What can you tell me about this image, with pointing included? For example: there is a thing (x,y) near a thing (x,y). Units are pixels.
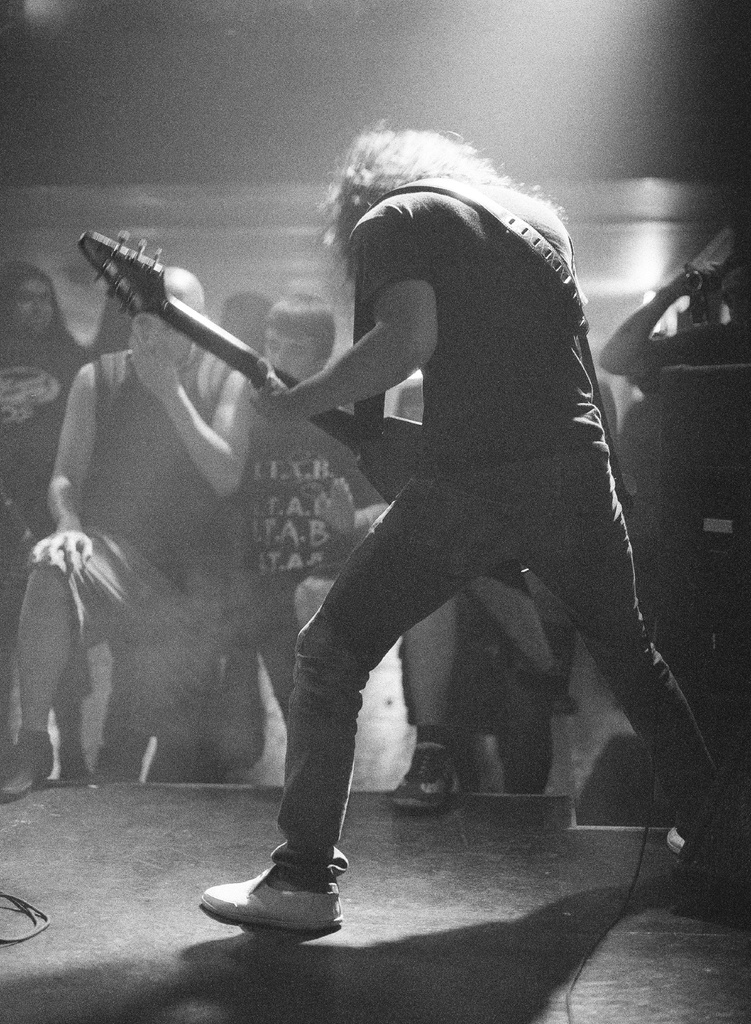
In this picture a guy (440,452) is playing a guitar (264,386) and in the background (364,517) there are many spectators (294,341) viewing him.
